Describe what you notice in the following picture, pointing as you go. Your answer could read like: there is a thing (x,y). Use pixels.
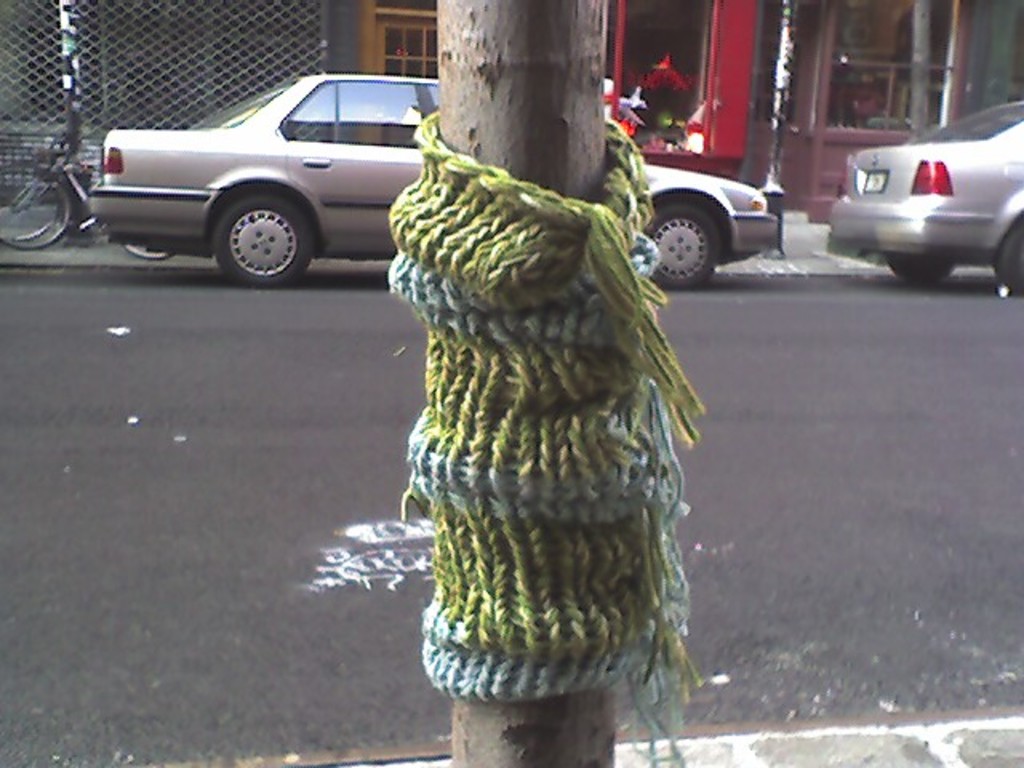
In the image I can see vehicles (117,222) and bicycles (79,195). In front of the image I can see a wooden pole (477,33) which has some object (495,354) tied to it. In the background (634,67) I can see a building (728,58), poles (775,78) and some other objects (647,143).
